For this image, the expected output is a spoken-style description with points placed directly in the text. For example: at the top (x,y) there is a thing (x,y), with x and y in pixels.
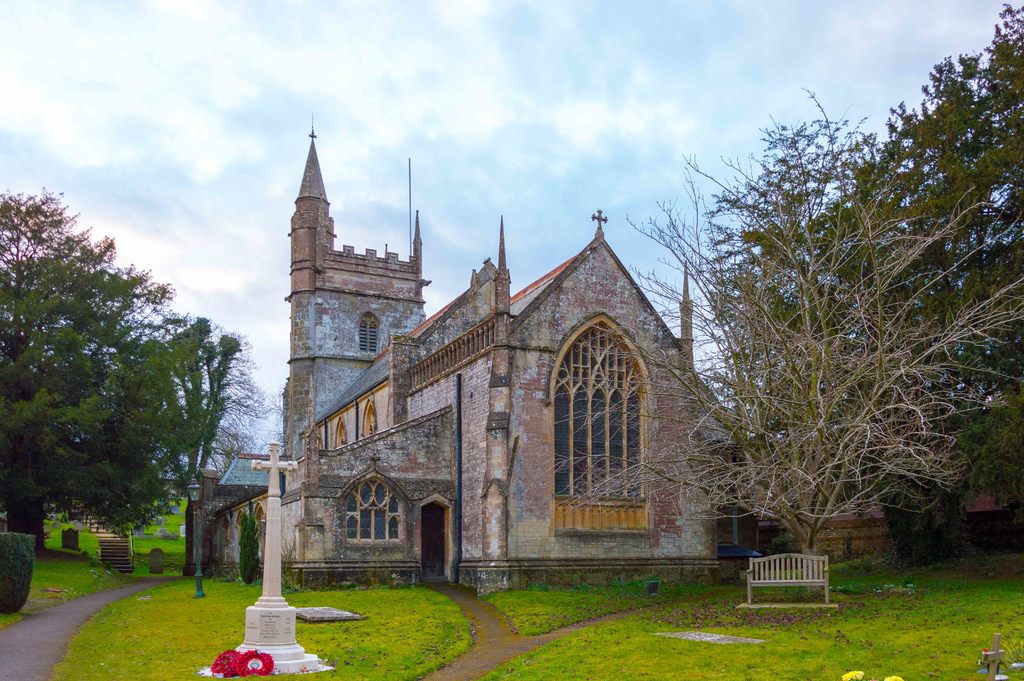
In this picture I can see a building (330,569), there are stairs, there are flowers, there is a bench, grass (206,625), there are trees (66,489), and in the background (265,358) there is the sky (530,71).
